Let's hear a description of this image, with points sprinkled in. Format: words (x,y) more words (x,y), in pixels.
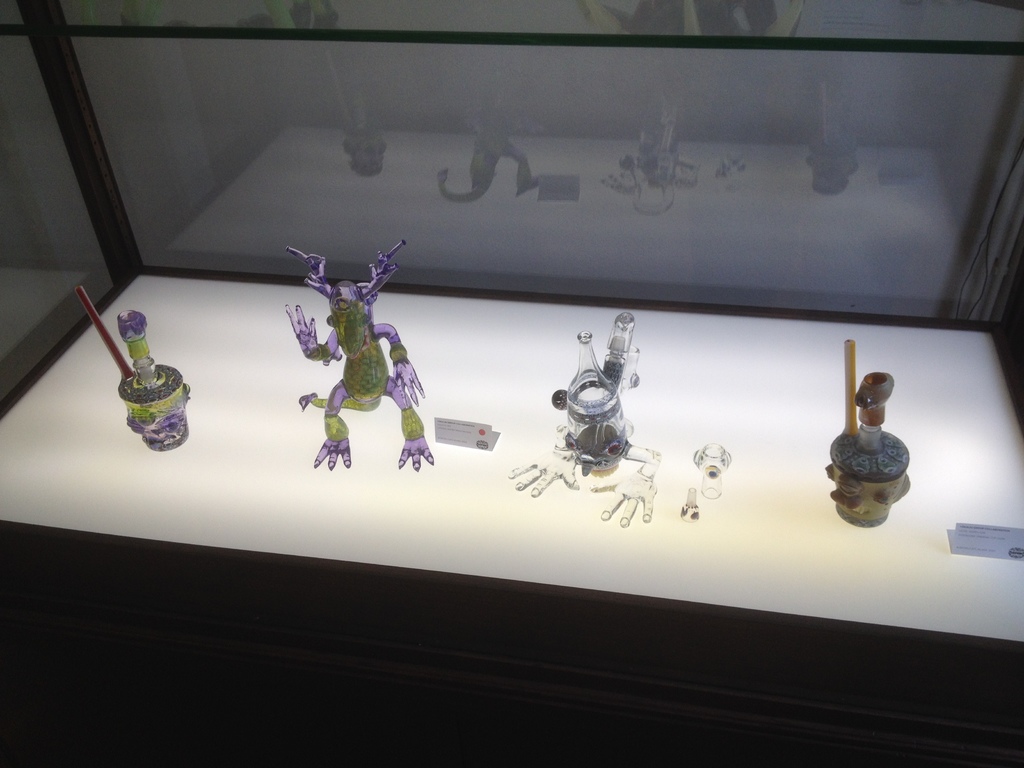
In the picture we can see some toys (369,373) which are placed on the surface (522,407) which is in white color.
